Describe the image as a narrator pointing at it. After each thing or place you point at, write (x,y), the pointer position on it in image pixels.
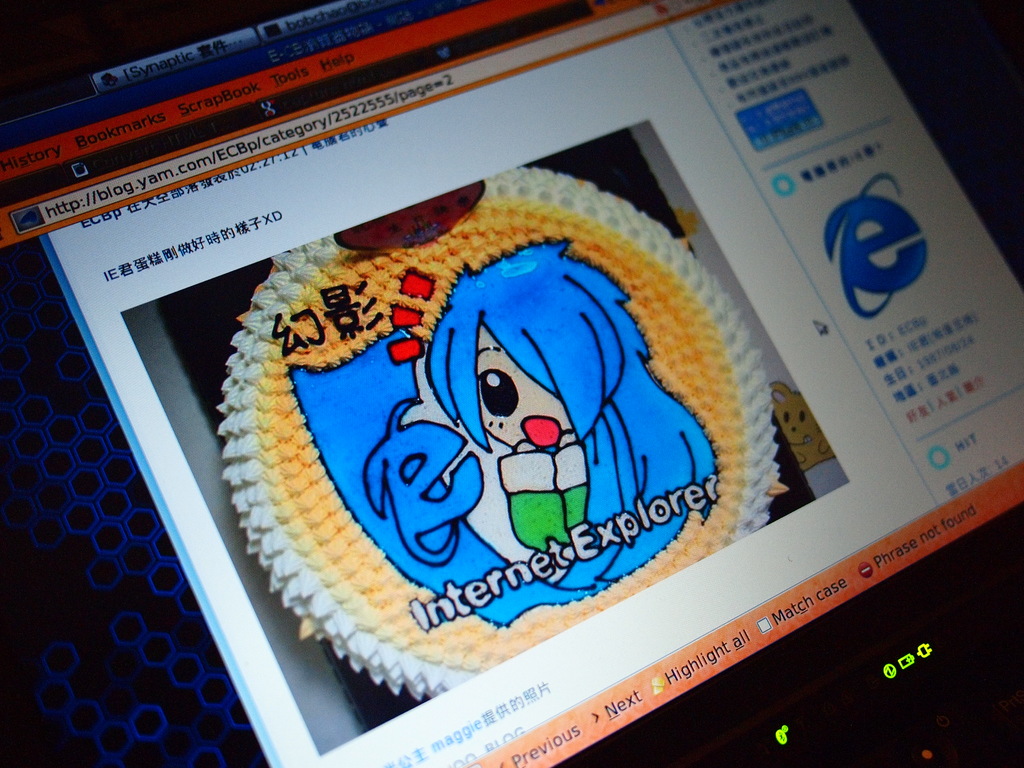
This image consists of a laptop screen (469,710).
